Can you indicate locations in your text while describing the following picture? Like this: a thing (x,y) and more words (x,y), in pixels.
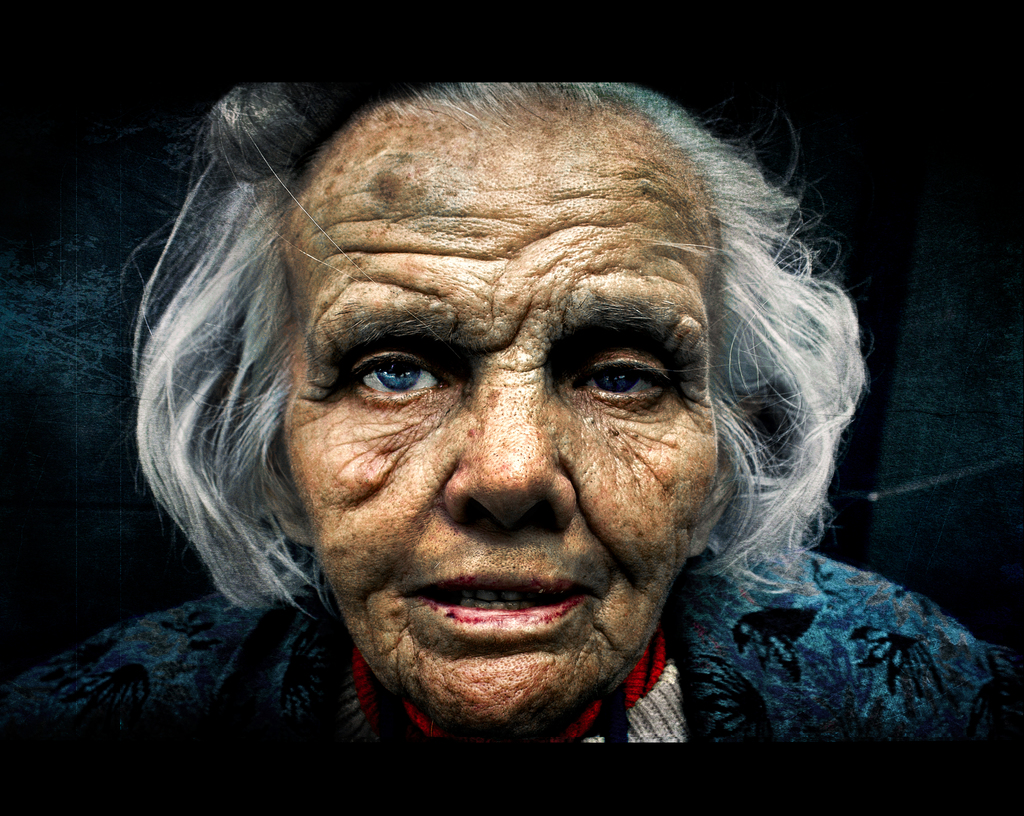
In this image I can see the person (502,489) wearing the blue, red and white color dress (483,738) and I can see the black background (43,140).
